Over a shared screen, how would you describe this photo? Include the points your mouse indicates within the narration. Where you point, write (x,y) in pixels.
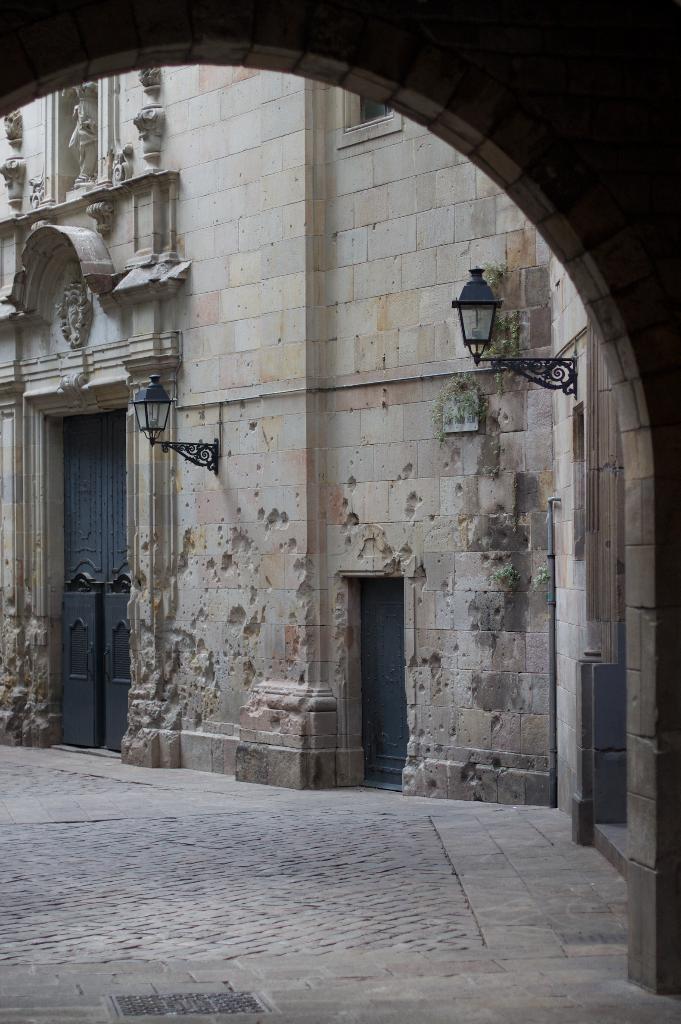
In this image in the center (446,639) there is a building (239,567) and some doors (399,648) and lights (151,386), in the foreground (608,339) there is wall (608,322). At the bottom (292,899) there is road (323,899).
